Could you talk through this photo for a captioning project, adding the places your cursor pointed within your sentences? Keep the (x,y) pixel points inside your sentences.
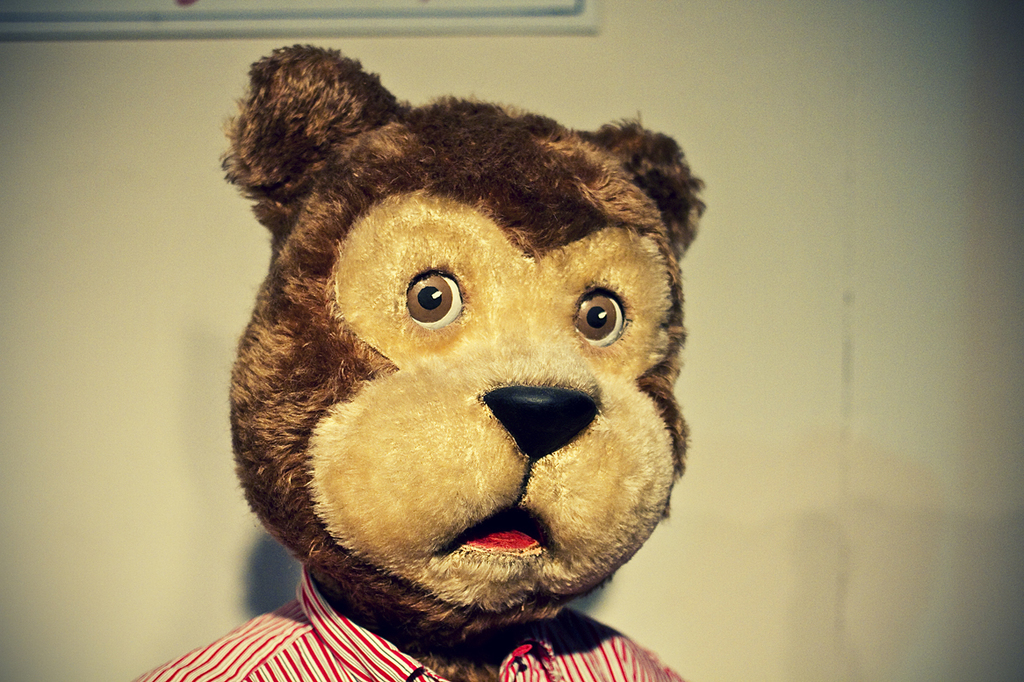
In this image in the foreground (461,388) there is a teddy bear (659,473), in the background (35,299) there may be the wall (104,160).
